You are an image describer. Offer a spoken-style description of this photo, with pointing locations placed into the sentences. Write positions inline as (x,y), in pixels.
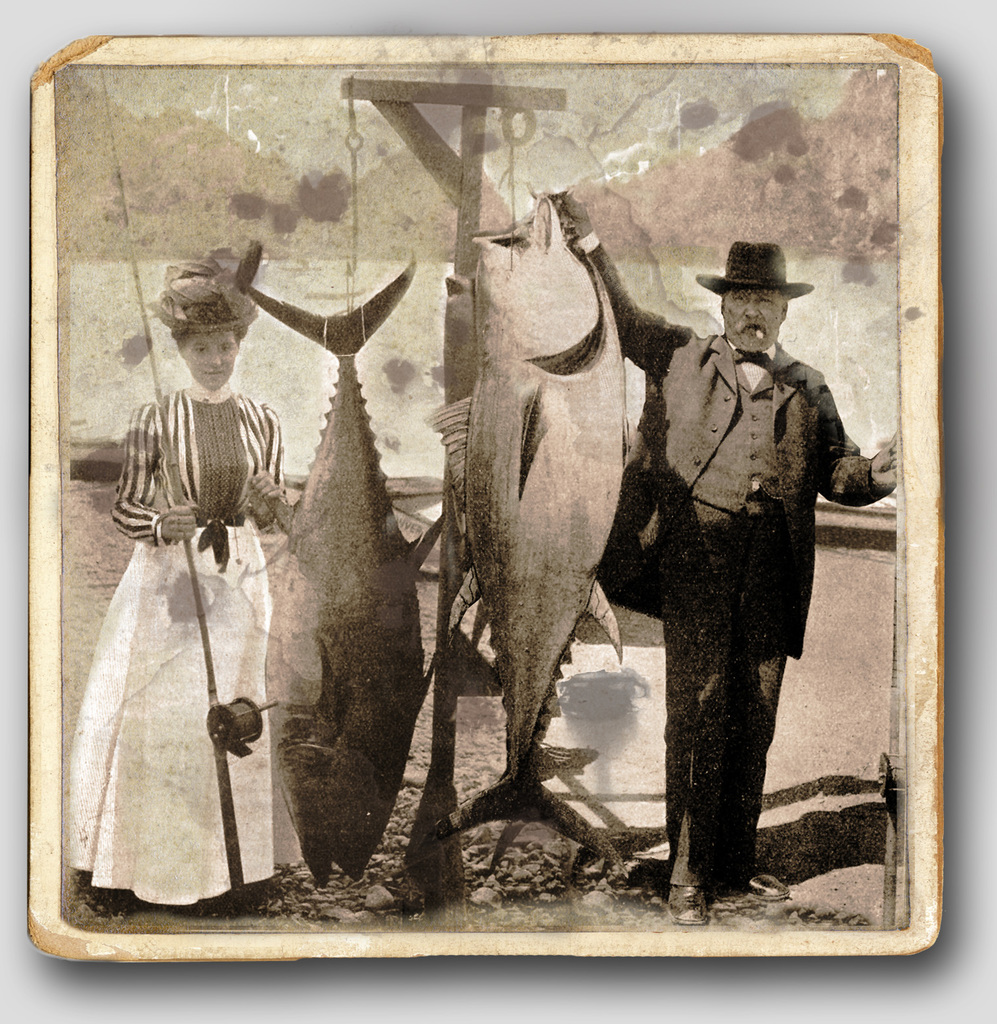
In this image we can see a black and white photography. In the photograph these are the pictures of man (787,618) and woman (233,558) standing on ground (643,834) and beside fishes (376,707).
